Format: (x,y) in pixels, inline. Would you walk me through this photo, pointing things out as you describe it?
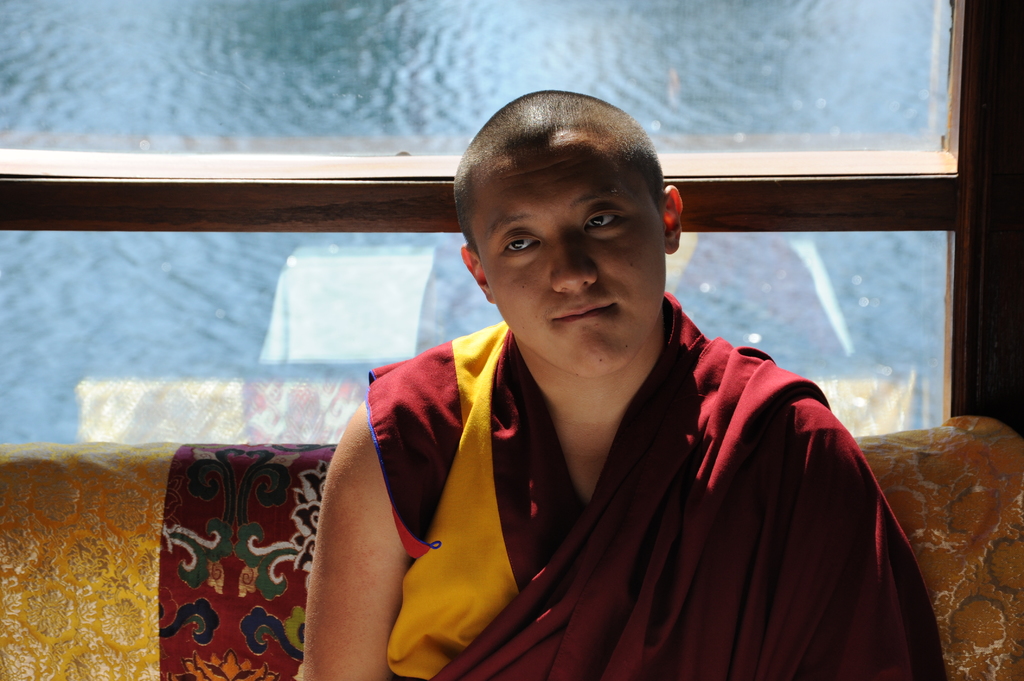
This image is taken indoors. At the bottom of the image (165,593) a man (492,554) is sitting on the couch (146,542). In the background (424,320) there is a window (897,323). Through the window (335,320) we can see a river (278,87) with water (870,294).
